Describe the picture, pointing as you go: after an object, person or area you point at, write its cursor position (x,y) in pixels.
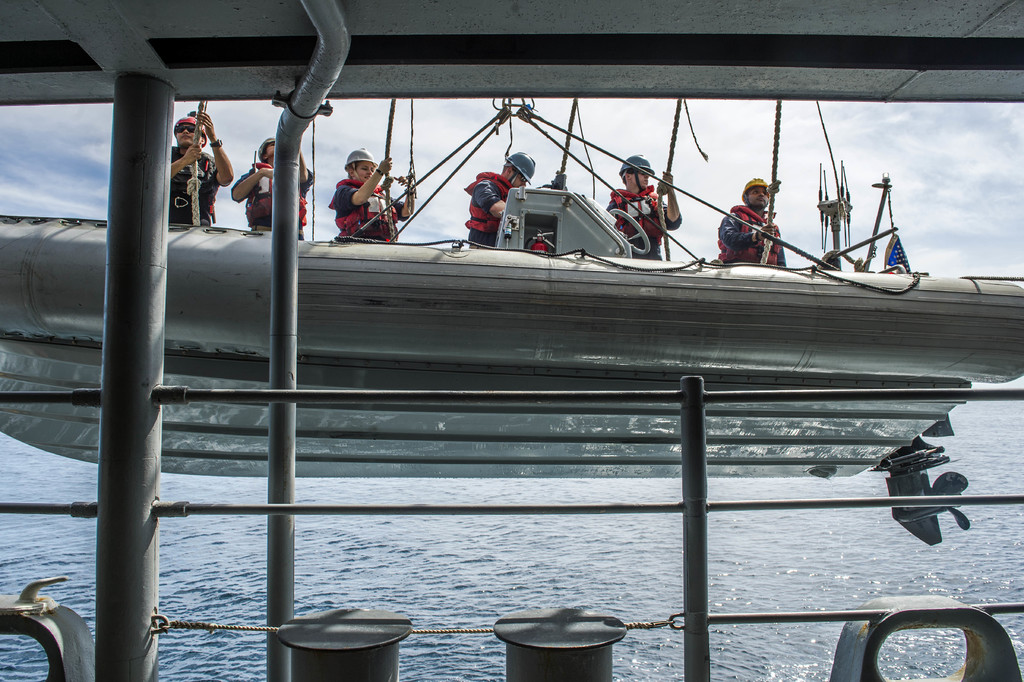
In the picture we can see from the boat (685,419) with another boat (722,423) tied with ropes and some people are standing on it and under it we can see the water surface (830,662) and in the background (971,179) we can see the sky (940,189) with clouds (970,164).
